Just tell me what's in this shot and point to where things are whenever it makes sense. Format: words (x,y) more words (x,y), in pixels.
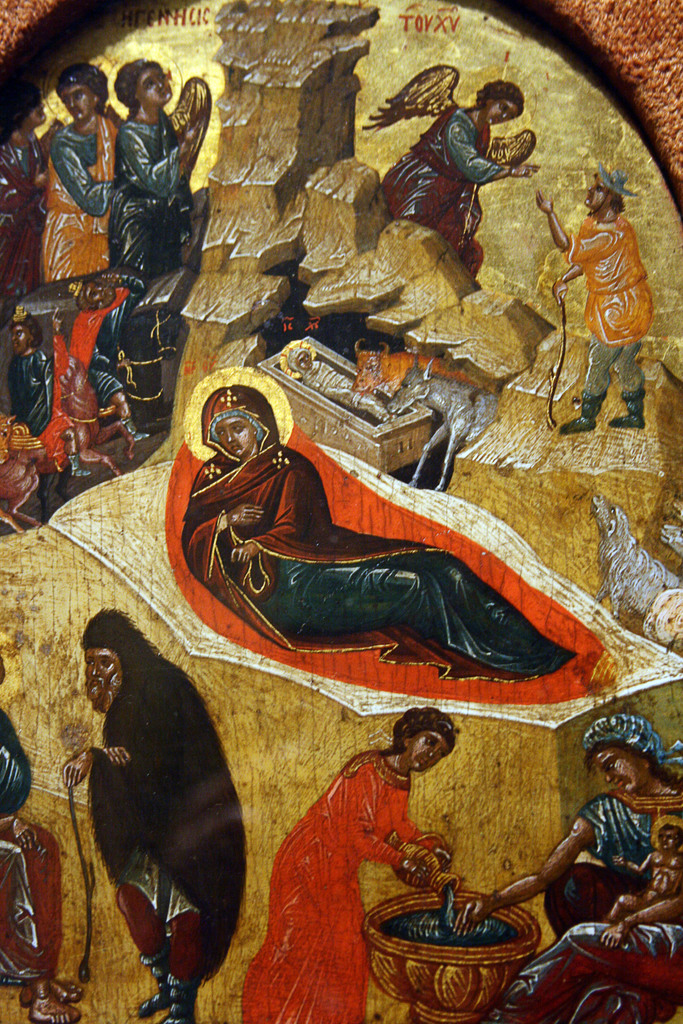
This is a painting and here we can see people (374,840), animals (403,374), stones (371,302) and some vessels (467,976) and some other objects (299,416). At the top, there is text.
